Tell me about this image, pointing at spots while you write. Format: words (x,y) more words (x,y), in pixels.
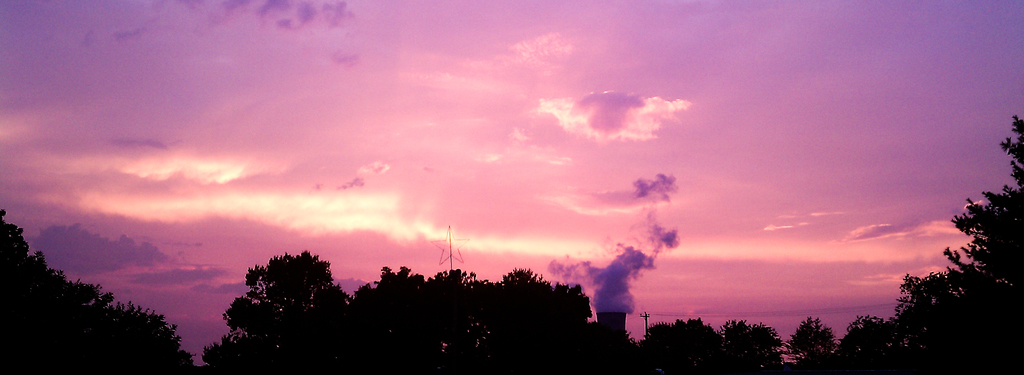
In this image we can see many trees (904,320). We can also see the electrical pole (646,328) with wires (657,316), a tower (618,320) with the smoke (602,280) and also the star (444,246). In the background (472,222) we can see the sky (596,127) with the clouds (645,100).
